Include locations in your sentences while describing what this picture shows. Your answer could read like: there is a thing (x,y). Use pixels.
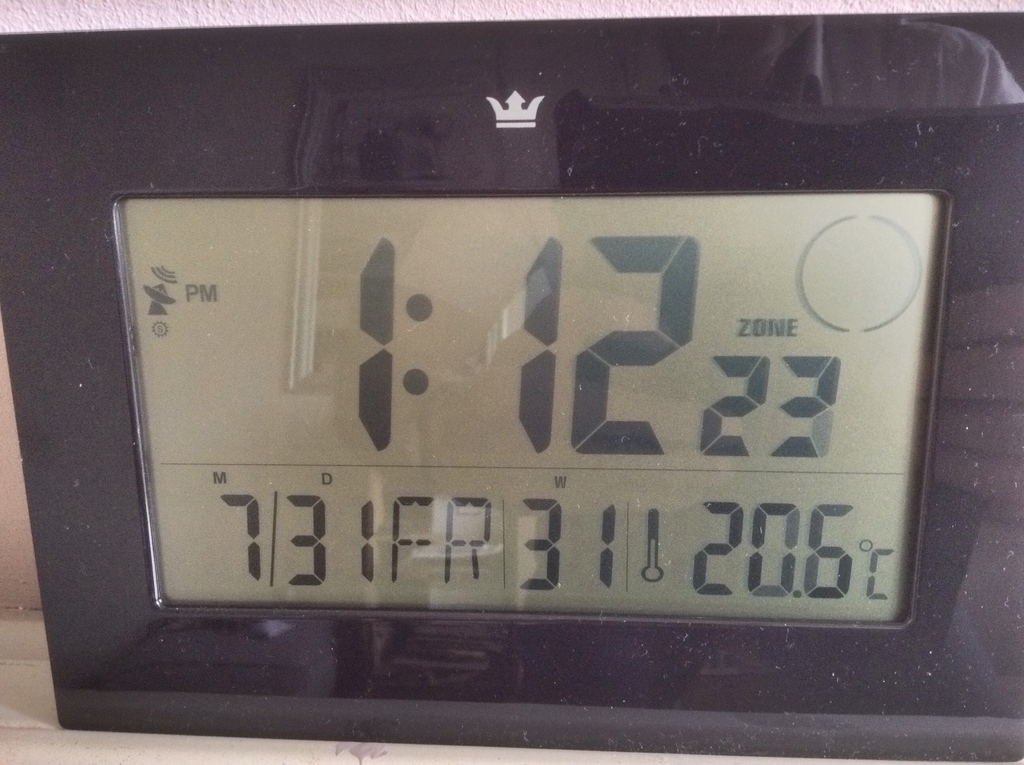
In this picture, we can see an electronic device (837,358) and some numbers (611,249) on it.
